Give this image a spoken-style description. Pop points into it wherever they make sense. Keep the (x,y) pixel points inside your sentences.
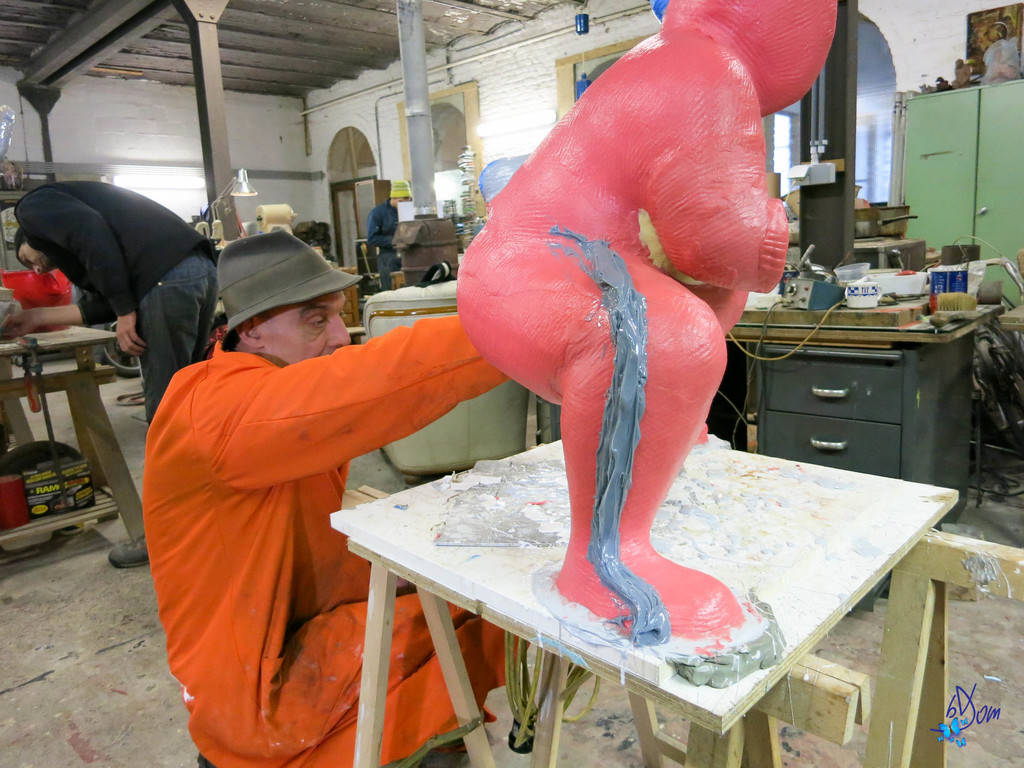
In this image there are some people (221,383) one person (218,391) is sitting on the floor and preparing statue (586,296) another persons (138,252) are doing something and behind the persons (257,244) there are some tools (812,297).
